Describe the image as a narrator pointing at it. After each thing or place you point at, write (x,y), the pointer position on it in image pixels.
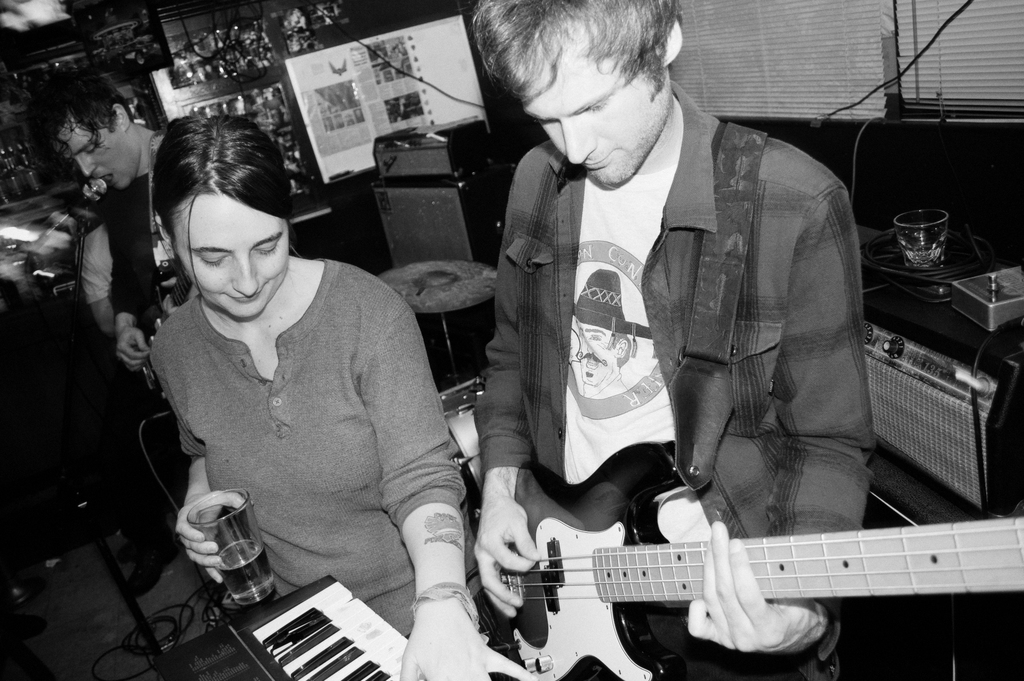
In the image we can see there are people (831,657) who are standing and a person (836,601) is holding guitar (804,579) in his hand (501,594) and the woman (395,616) is playing casio (293,592) and the image is in black and white colour and there is a box (915,404) on which there is a glass (925,234) and at the back (397,216) there are speakers (381,177).
